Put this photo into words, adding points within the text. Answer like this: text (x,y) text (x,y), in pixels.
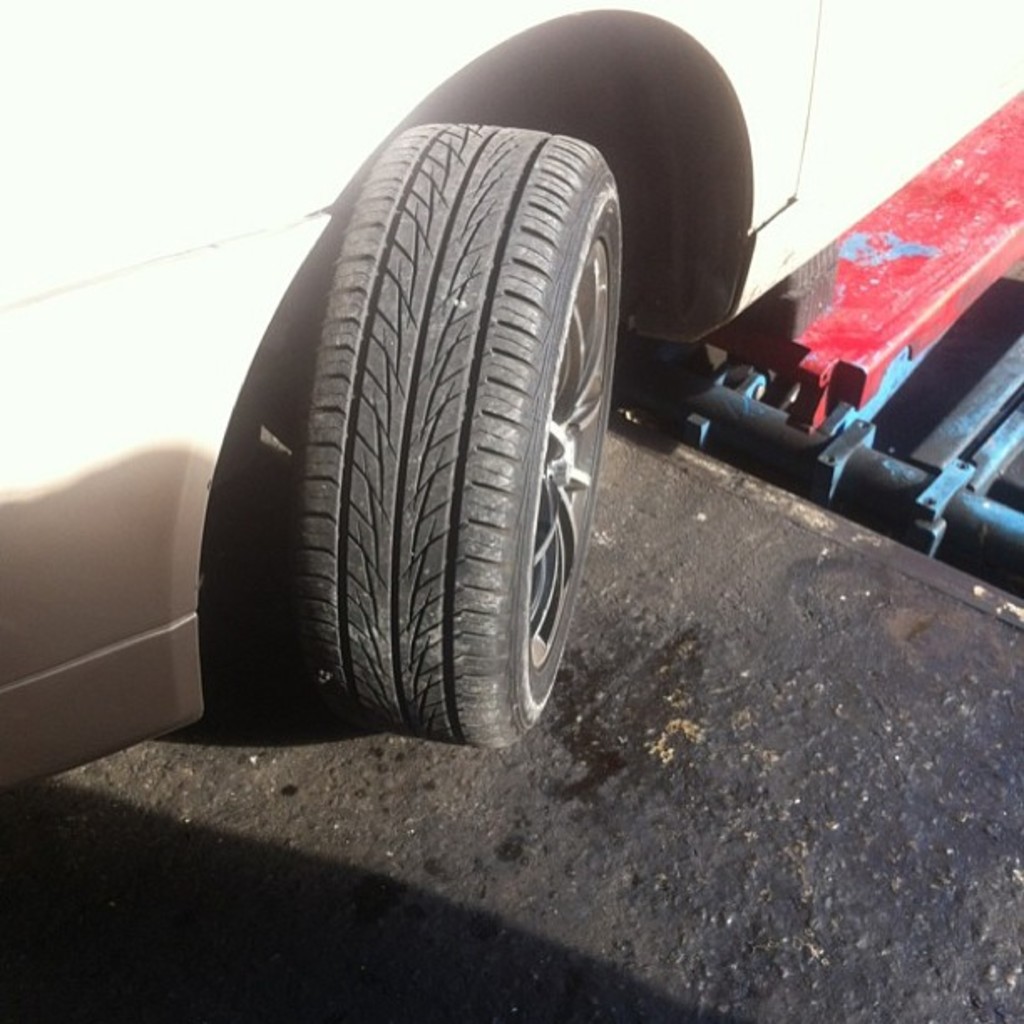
In this picture we can see a vehicle (307,267) with the wheel (407,390) and the vehicle (411,417) is on the path (328,777) and on the right side of the path (695,546) there are some iron tools (845,406).
